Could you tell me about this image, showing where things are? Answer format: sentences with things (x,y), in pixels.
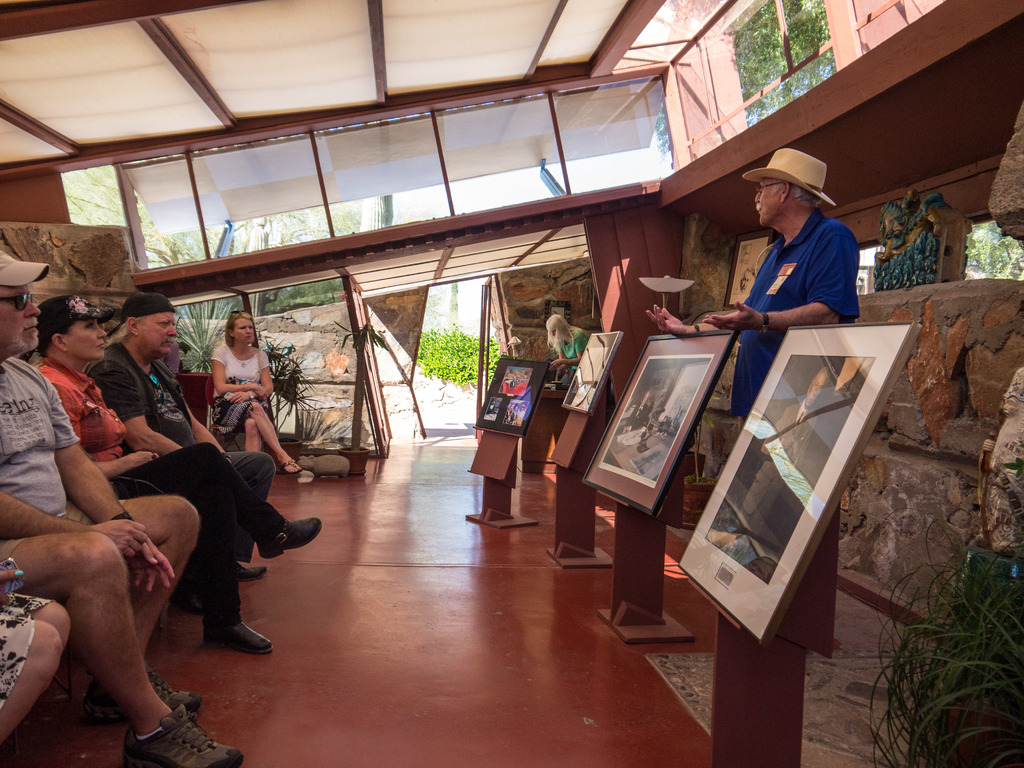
Here we can see few persons (151,744) are sitting on the chairs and there is a man (823,298) standing on the floor (610,631). Here we can see frames (589,485), plants (438,374), and a wall (927,438). From the glass (746,44) we can see trees (754,54).
